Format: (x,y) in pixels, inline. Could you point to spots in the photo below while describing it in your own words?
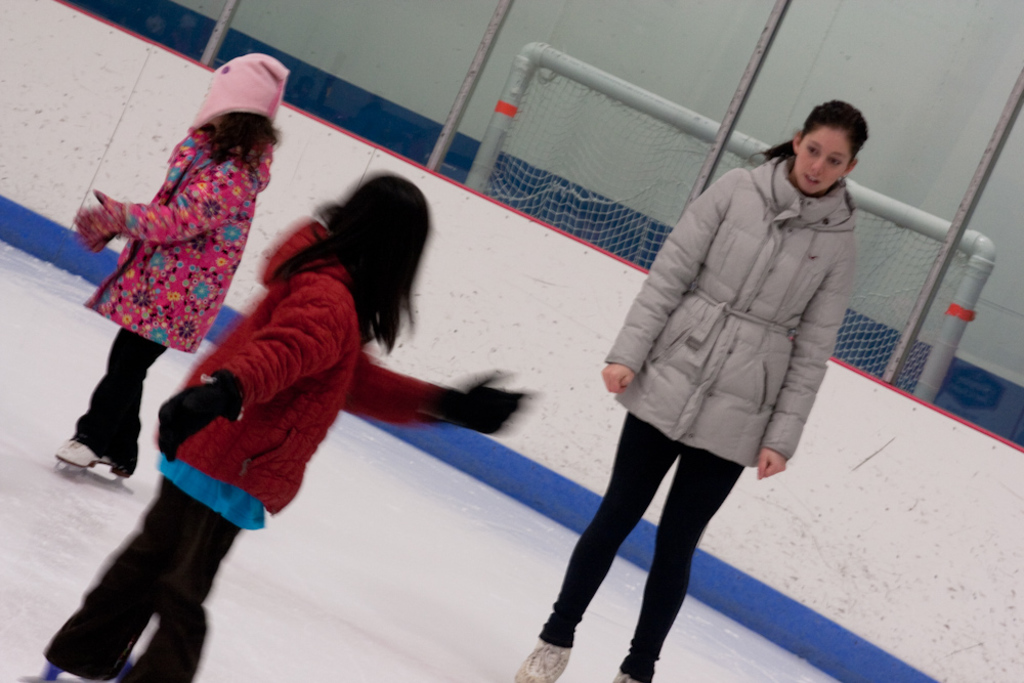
In this picture I can see a woman (625,399) and two kids (216,387) are standing on the ice (323,553). These people (294,427) are wearing jackets (731,313), pants (162,589) and ice skates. I can also see net (617,183) and a wall (489,267).
